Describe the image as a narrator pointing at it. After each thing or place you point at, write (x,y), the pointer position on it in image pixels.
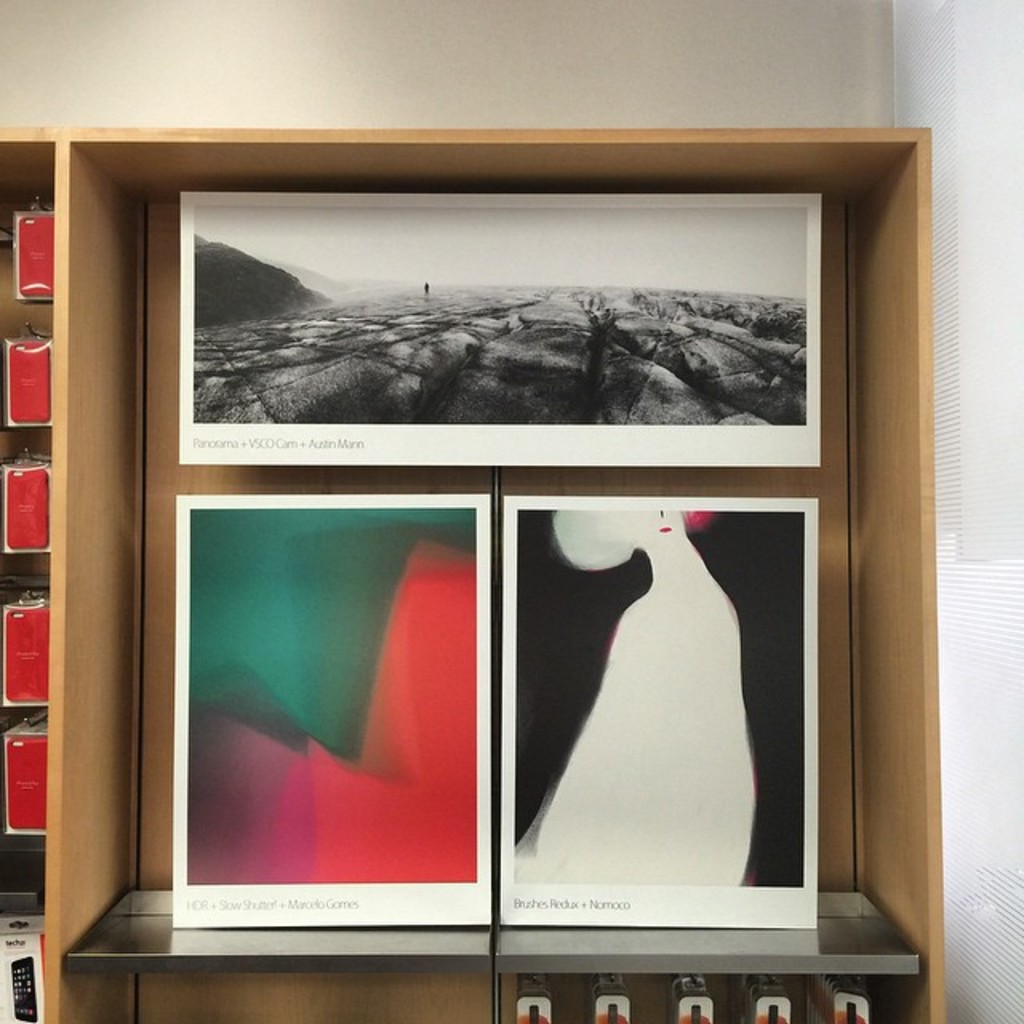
This picture seems to be clicked inside the room (106,590). In the foreground (144,147) we can see the wooden object (853,587) and we can see the white color objects (406,332) which seems to be the posters (568,451) containing the pictures (614,654) of some items (453,410). In the background (325,74) we can see the wall (318,78) and some other items (13,766).
